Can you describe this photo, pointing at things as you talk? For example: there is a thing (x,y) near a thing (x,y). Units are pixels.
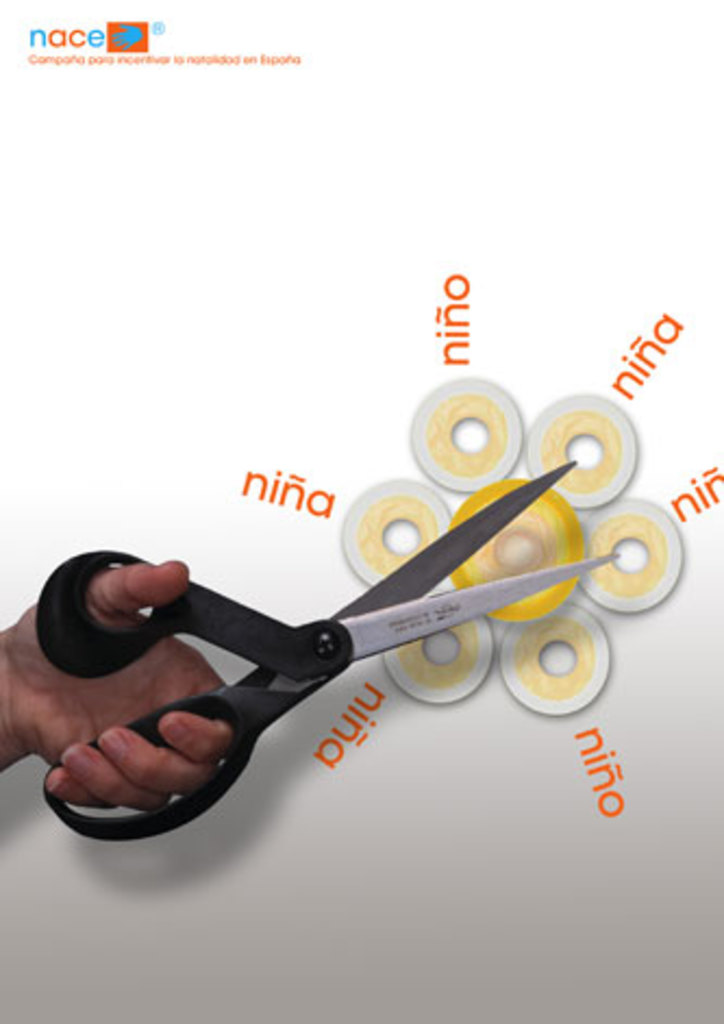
There is a person's hand (146,681), holding a black color scissor (502,522), near a white color hoarding (84,58), on which, there is watermark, some words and there is an image (508,426).
